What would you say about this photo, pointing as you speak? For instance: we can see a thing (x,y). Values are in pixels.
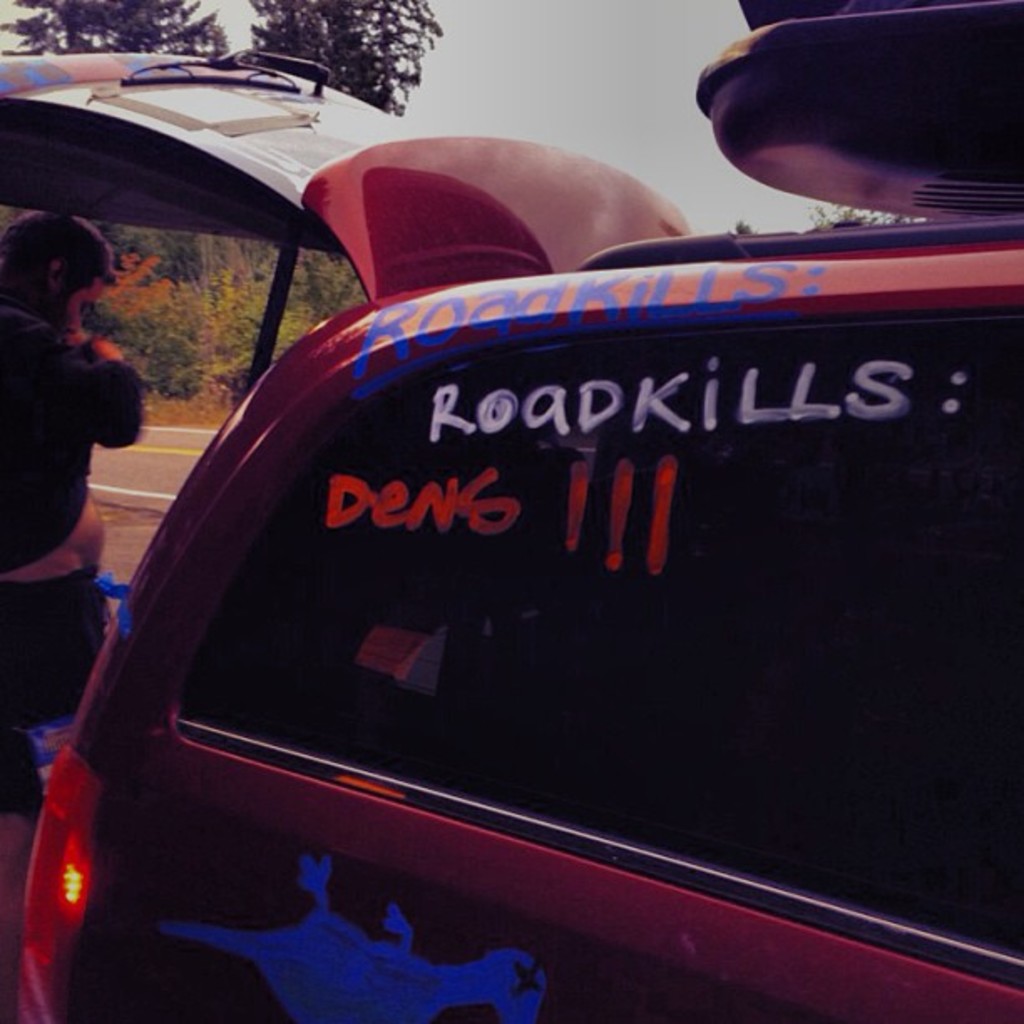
In the foreground of this image (481,775), there is a vehicle (171,674). On the left (65,506), there is a man (32,365) standing. In the background (350,49), there are trees (409,20) and the sky (572,25).
